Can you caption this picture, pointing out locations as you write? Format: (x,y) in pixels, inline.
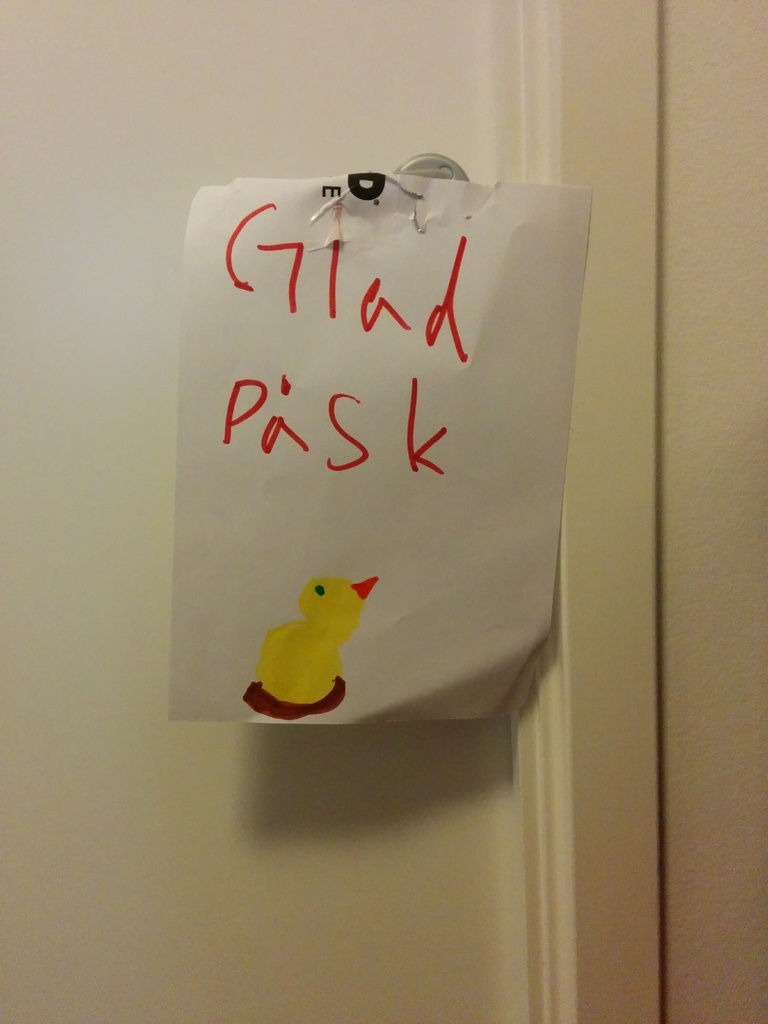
In this image in the front (366,511) there is a paper (349,477) with some text (451,311) and drawing (357,609) on it and which is hanging on the door (34,781).
